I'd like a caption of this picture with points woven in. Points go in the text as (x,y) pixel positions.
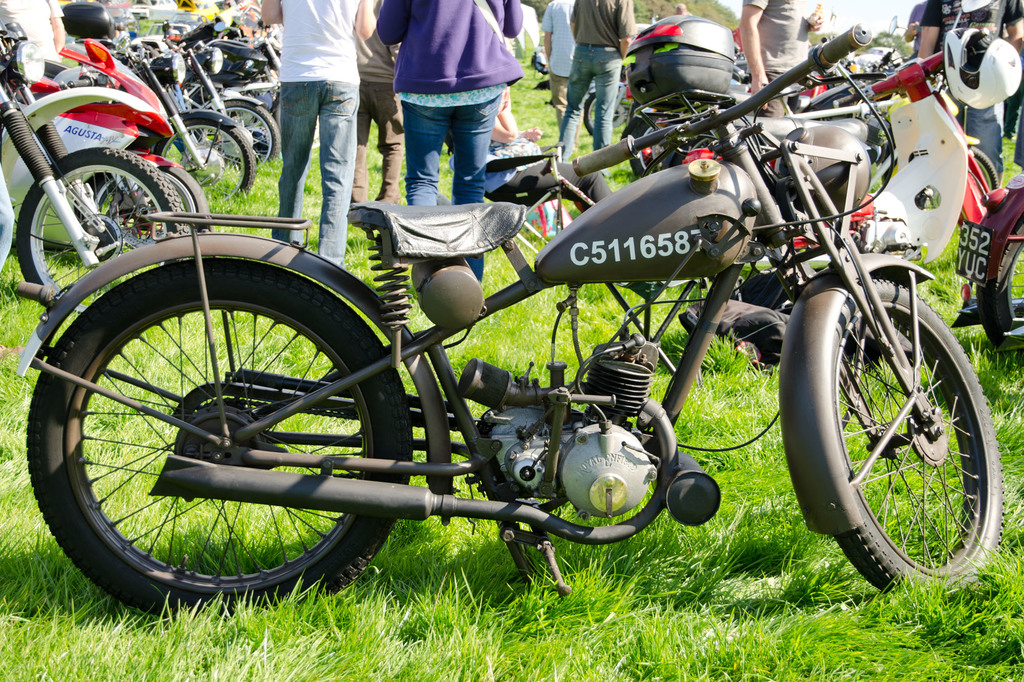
In this image I can see motorcycles (157,321) and few people (318,105) are walking.
